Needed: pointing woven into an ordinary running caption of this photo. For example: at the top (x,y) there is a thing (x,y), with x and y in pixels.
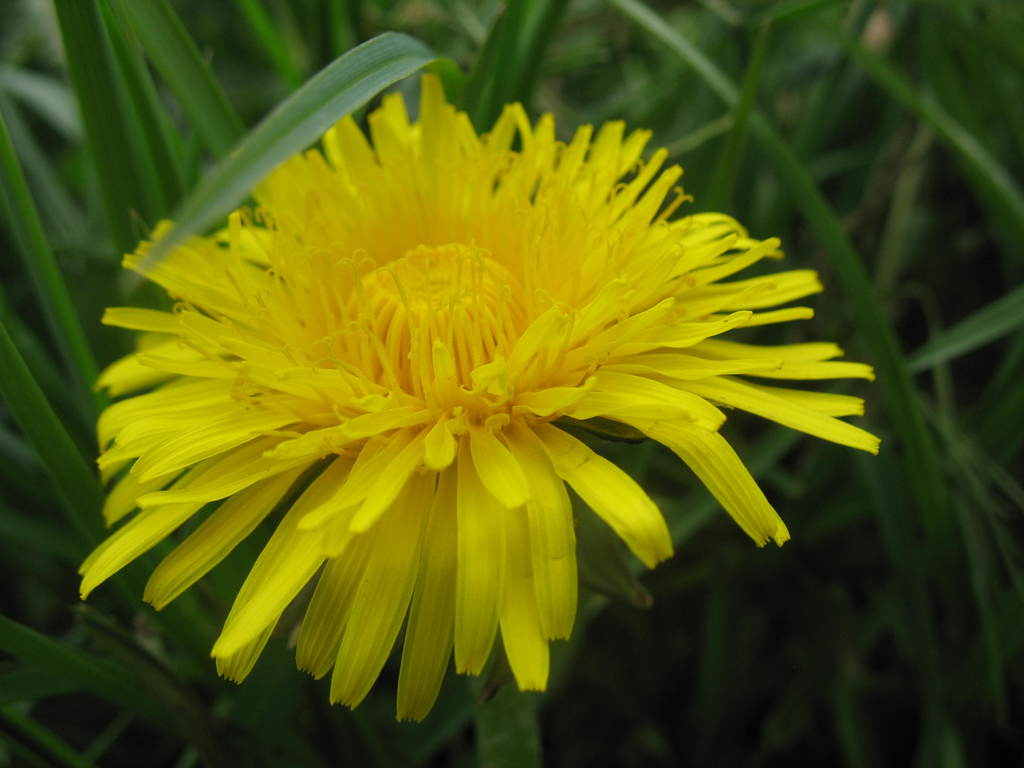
In this picture there is a yellow color flower (517,120) in the center of the image (573,373) and there is grass (85,553) around the area of the image.
